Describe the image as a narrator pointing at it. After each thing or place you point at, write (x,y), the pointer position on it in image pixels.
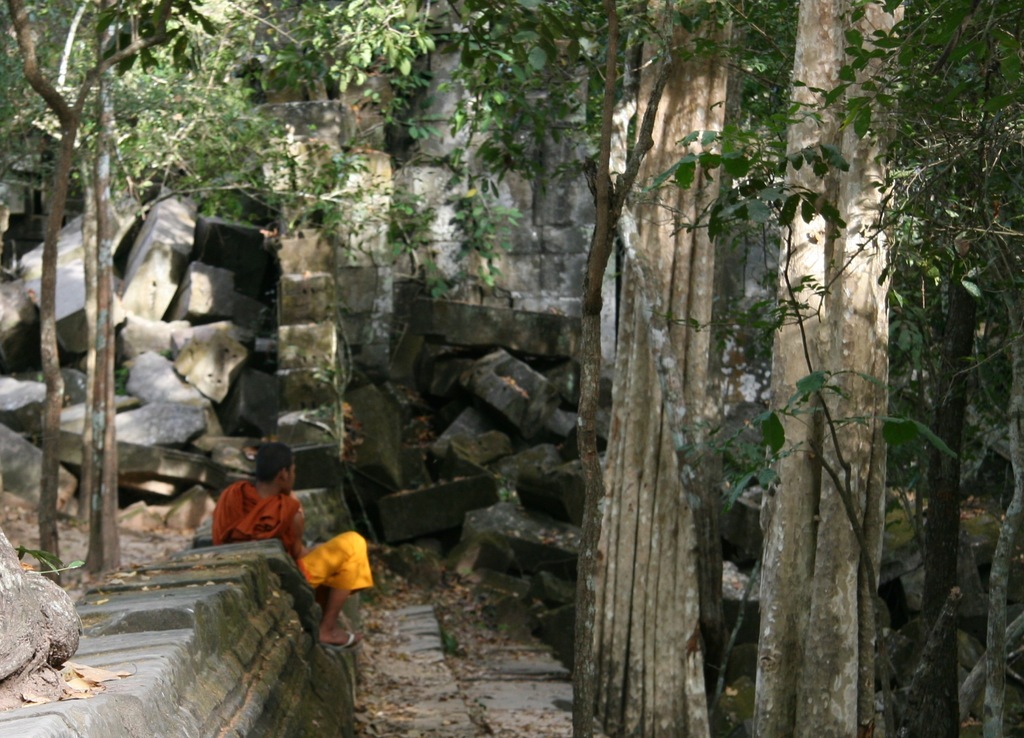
In the image I can a person (335,546) who is sitting on the rock (280,687) and also I can see some other rocks (300,477), trees (57,430) and plants (237,32).
